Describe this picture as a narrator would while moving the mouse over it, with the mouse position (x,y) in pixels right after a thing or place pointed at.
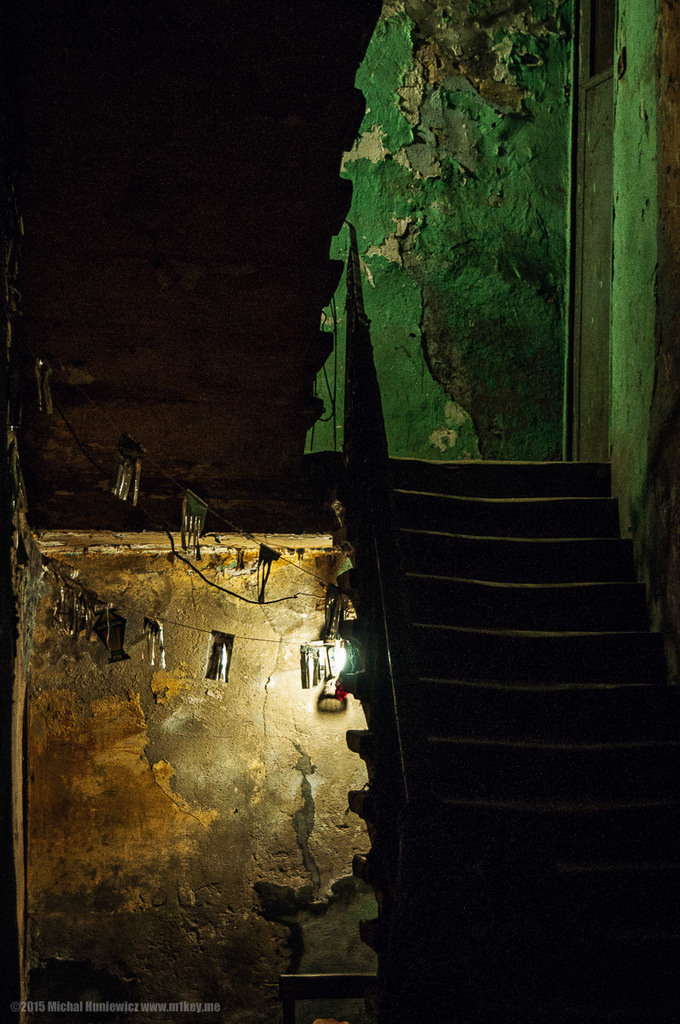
In this picture we can see steps (485,726), wall (679,416), light (337,648) and in the background (163,55) it is dark.
